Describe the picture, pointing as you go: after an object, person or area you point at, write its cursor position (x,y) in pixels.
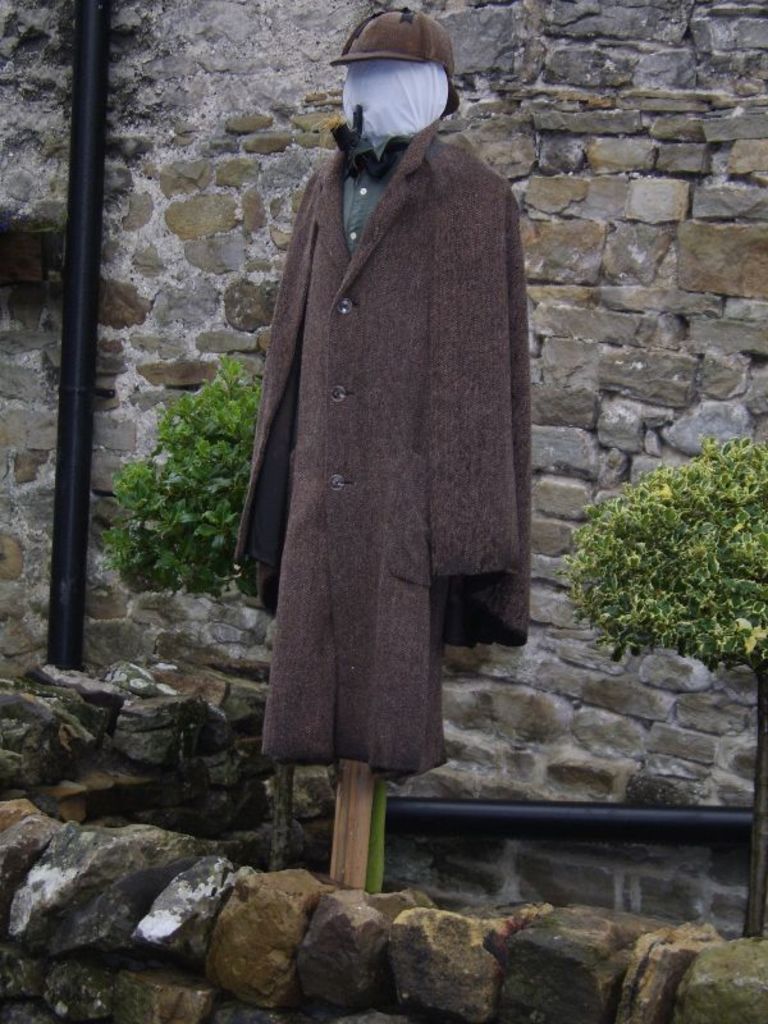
At the bottom of the image (110,1023) there are some stones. In the middle of the image (270,416) there is a cloth (267,378) and cap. Behind them there are some plants (643,624) and wall (651,80).
